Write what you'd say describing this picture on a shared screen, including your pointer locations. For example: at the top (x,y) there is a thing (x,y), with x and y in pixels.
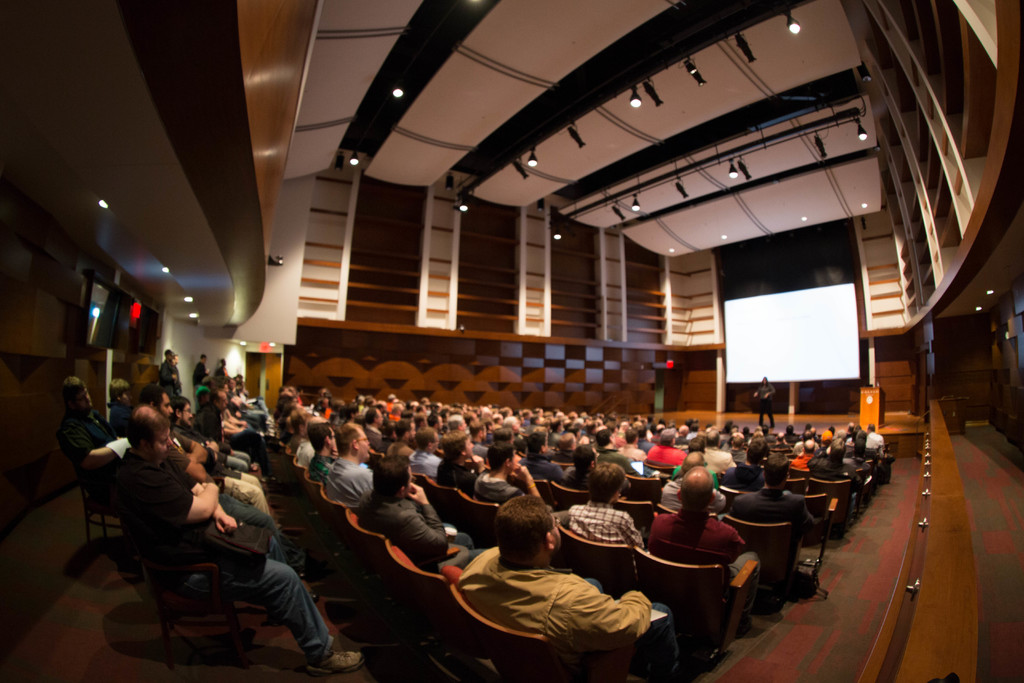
This looks like an auditorium (404,451). There are so many chairs (562,552). People (691,484) are sitting on that chairs (367,538). There are lights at the top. There is a screen (738,332) in the middle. There is a person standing on the stage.
